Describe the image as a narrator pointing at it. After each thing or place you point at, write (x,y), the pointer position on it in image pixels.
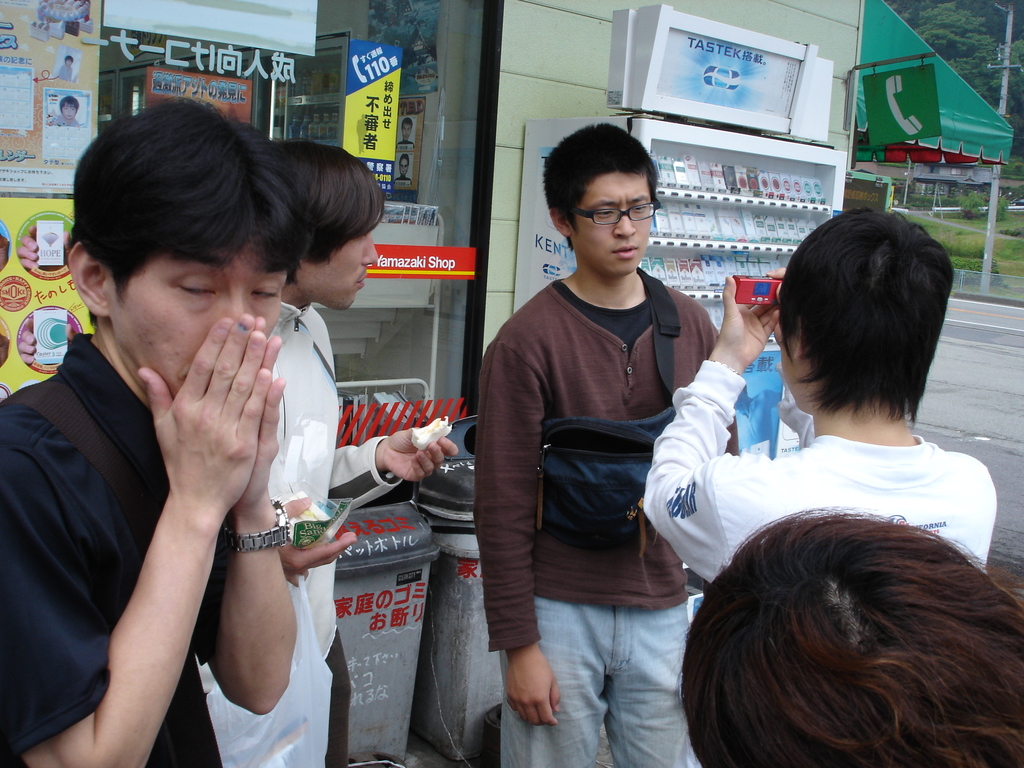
In the front of the image (945,634) I can see people (231,677). Among them two people (325,283) are holding objects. In the background of the image (945,43) there are trees (958,44), poles (1008,15), building (933,180), store (897,149), racks (668,145), bins (468,530), posters (28,19), grass (964,231), road (992,371) and objects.
